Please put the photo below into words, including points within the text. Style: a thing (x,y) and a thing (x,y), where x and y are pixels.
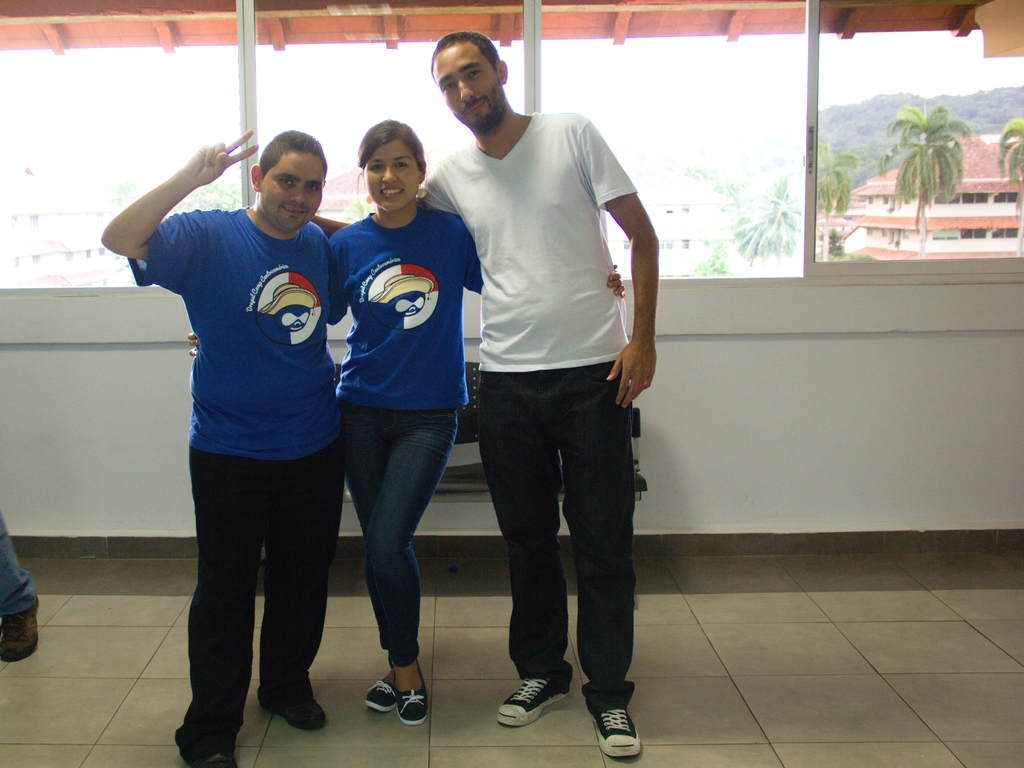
There are three persons (361,389) standing in this image. At the left (266,379) the man (263,379) wearing a blue colour t-shirt (256,386) is having a smile on his face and is raising his hand (214,168). In a center woman (427,320) wearing a blue colour t-shirt (424,331) is having smile on her face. In the background (807,354) there is a wall (768,363), windows (795,174). Outside the windows (819,186) we can see trees (905,170), mountains (872,128), sky (879,82) and red colour roof top building (972,181).
